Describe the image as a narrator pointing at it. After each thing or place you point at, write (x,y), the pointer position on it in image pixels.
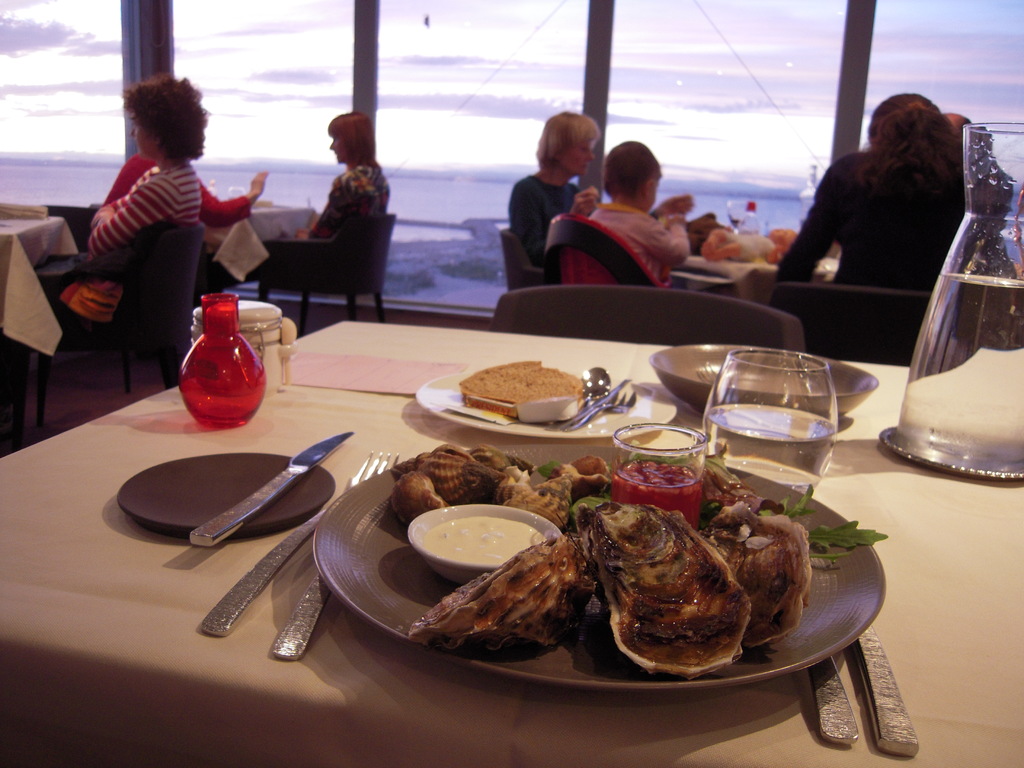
In this picture there are group of people (138,163) sitting on the chairs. There is food (593,553) on the plates (593,553). There are plates (593,553), glasses (795,455) and there is a jar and bowl (837,395) and there are forks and spoons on the table (24,521) and the tables (655,372) are covered with white color cloth (459,732). At the back (645,92) there is a glass wall (620,117). behind the glass wall (475,163) there is water (464,198). At top (310,30) there is sky (399,33) and there are clouds (792,33). At the bottom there is a floor (102,397).
